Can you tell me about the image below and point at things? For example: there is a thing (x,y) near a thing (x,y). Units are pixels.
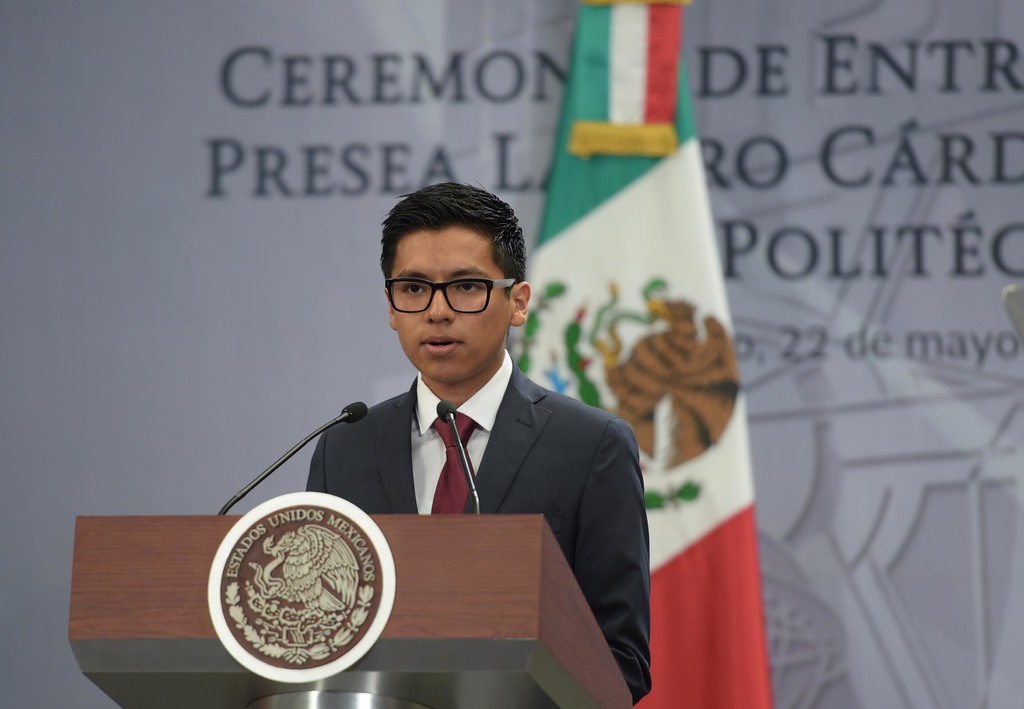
In this picture we can see a boy (381,431) is standing behind the podium (349,548) and on the podium (362,527) there are microphones (344,409). Behind the boy (427,428) there is a flag (614,253) and a banner (741,167).
